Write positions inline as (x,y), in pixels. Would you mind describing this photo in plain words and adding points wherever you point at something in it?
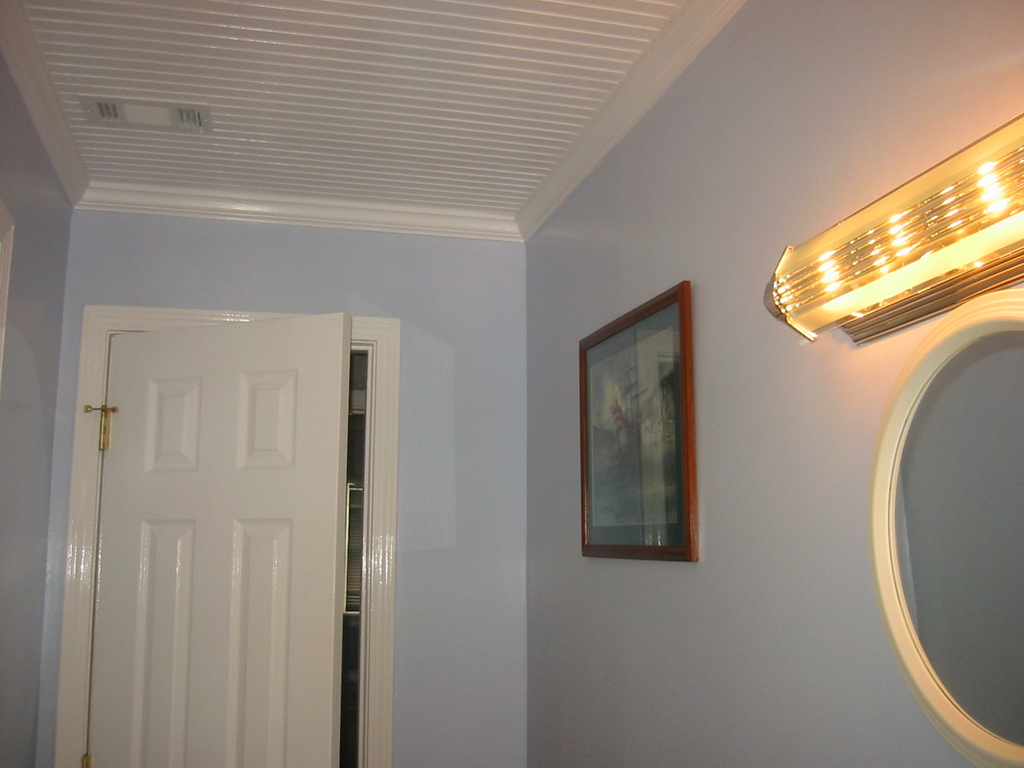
In this image I can see a frame (677,433) is attached to the wall (713,440). I can see mirror (1013,646), light (978,223) on the wall (741,437). The wall (832,220) is in purple color and I can see a white door (214,412).
